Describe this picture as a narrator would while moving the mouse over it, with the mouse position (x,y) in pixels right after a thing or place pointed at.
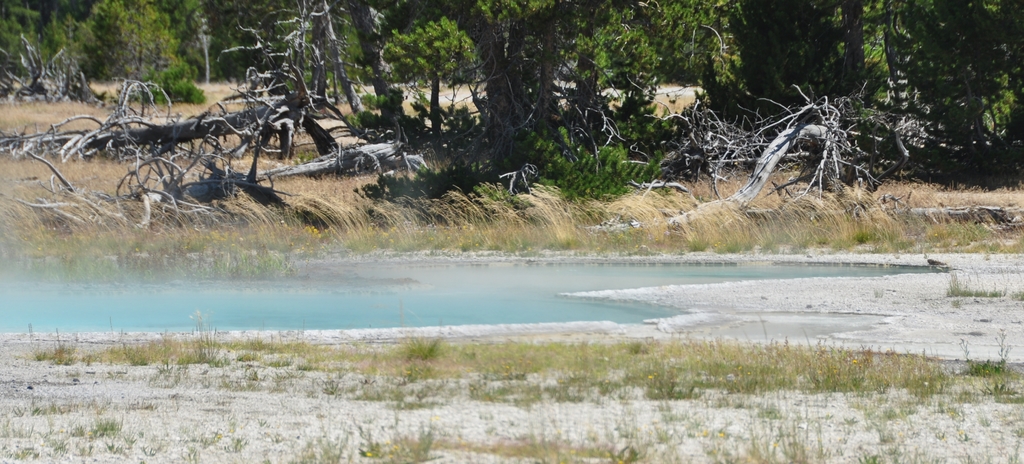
In this image I can see the ground (237,411) and on it I can see some grass (717,357). I can see the water (414,288), few trees (536,146) which are brown and green in color and few other trees (386,166) which are ash in color on the ground (295,162). In the background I can see few other trees (238,47).
